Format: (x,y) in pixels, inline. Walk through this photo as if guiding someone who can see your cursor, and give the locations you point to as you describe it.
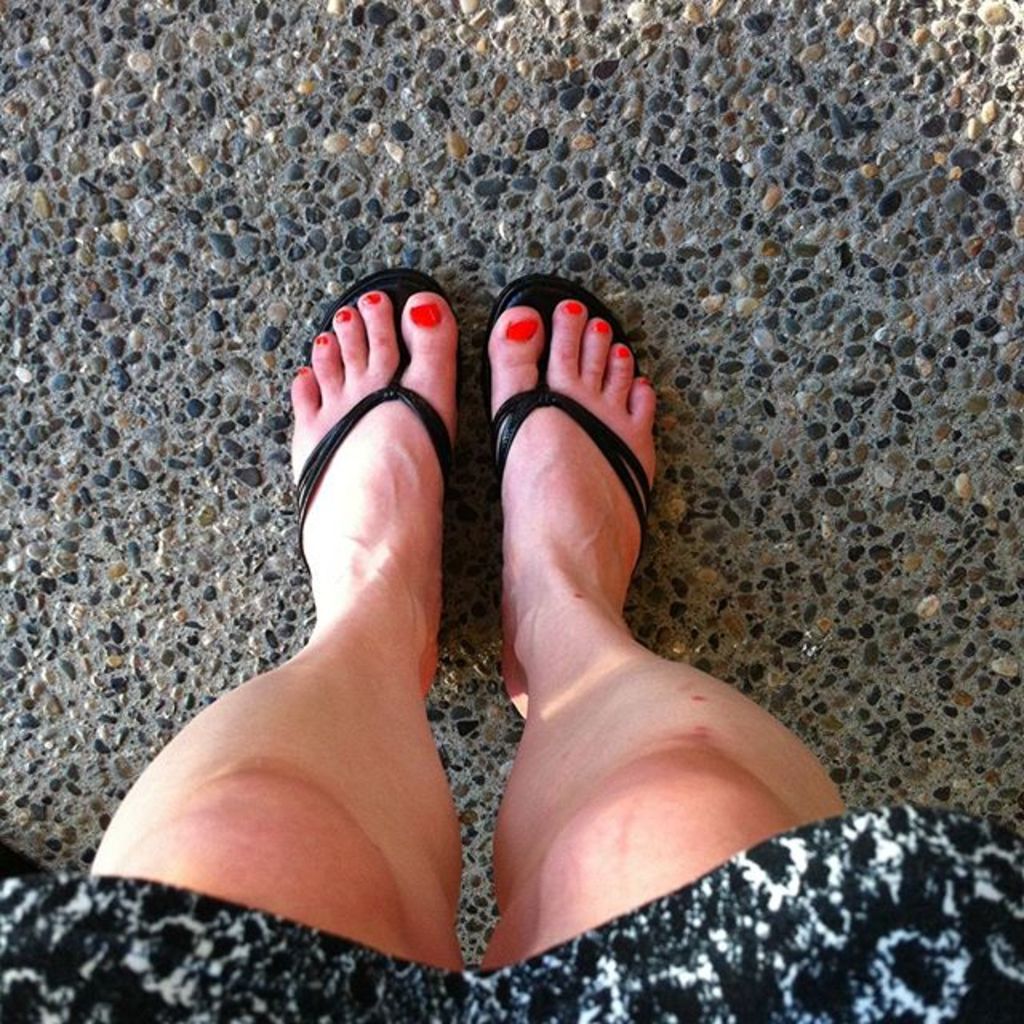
In this picture I can see a human legs (552,868), this person (519,878) is wearing the chappals (491,432), at the bottom (905,892) I can see the cloth (376,978).
